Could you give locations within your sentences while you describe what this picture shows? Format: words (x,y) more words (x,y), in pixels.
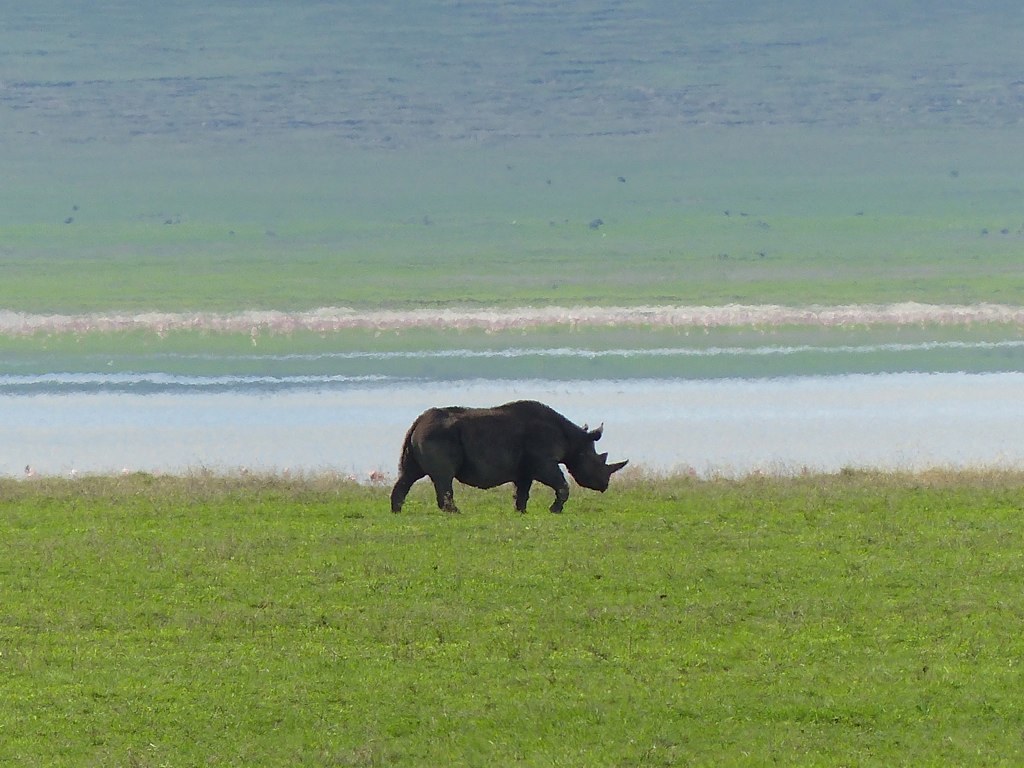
In this picture we can see a rhino (478,476) is walking on the grass (696,629).
